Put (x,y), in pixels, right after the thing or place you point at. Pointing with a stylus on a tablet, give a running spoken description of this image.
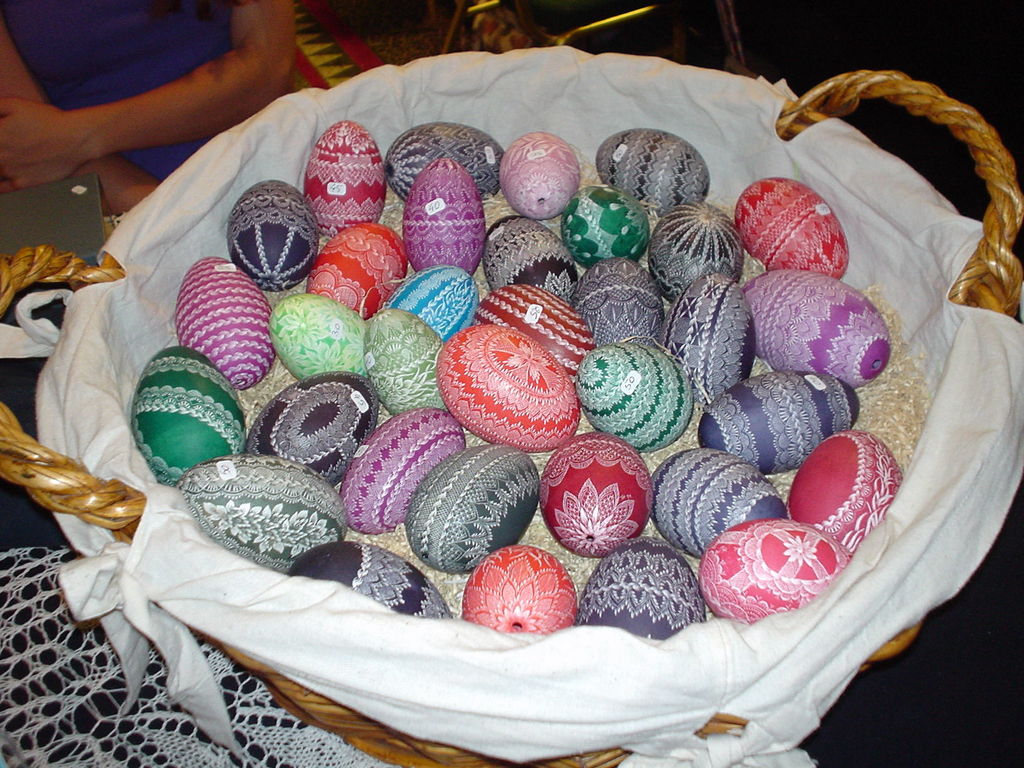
In this picture I can observe eggs (386,491) which are painted with different colors and designs (608,373). I can observe green, violet, blue and red color eggs (394,379) in the basket (346,157).
